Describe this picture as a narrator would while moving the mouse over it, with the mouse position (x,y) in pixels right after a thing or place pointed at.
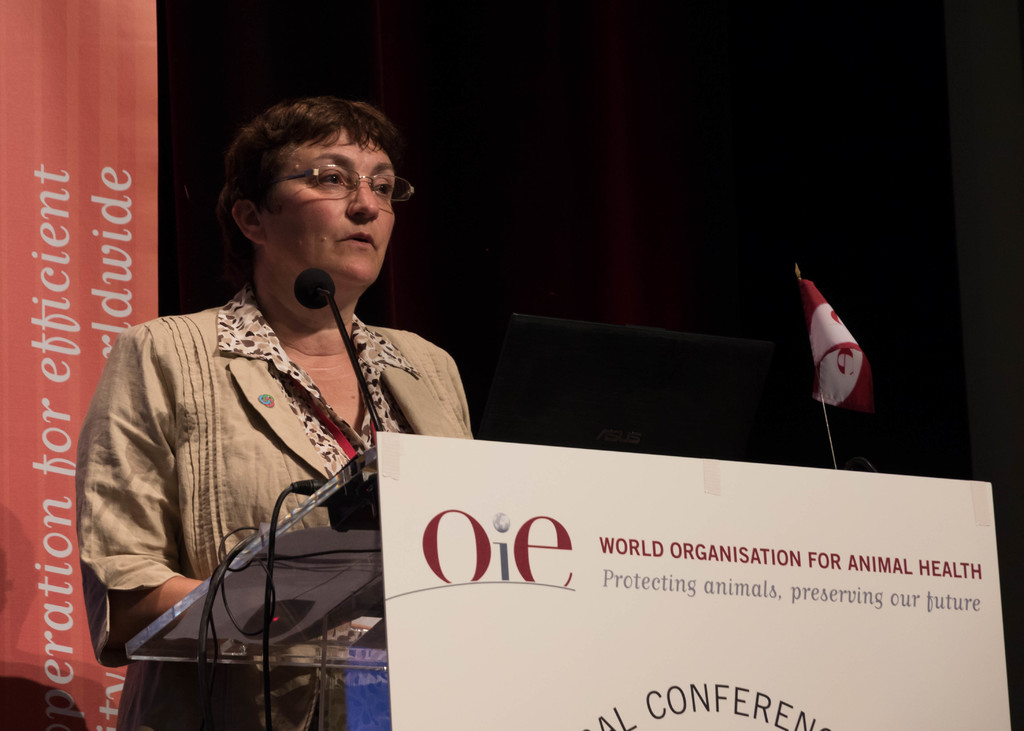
In this image we can see one person (186,472) and microphone (297,288), written text (976,572) on the board (582,531), flag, on the right (696,692) we can see some written text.
